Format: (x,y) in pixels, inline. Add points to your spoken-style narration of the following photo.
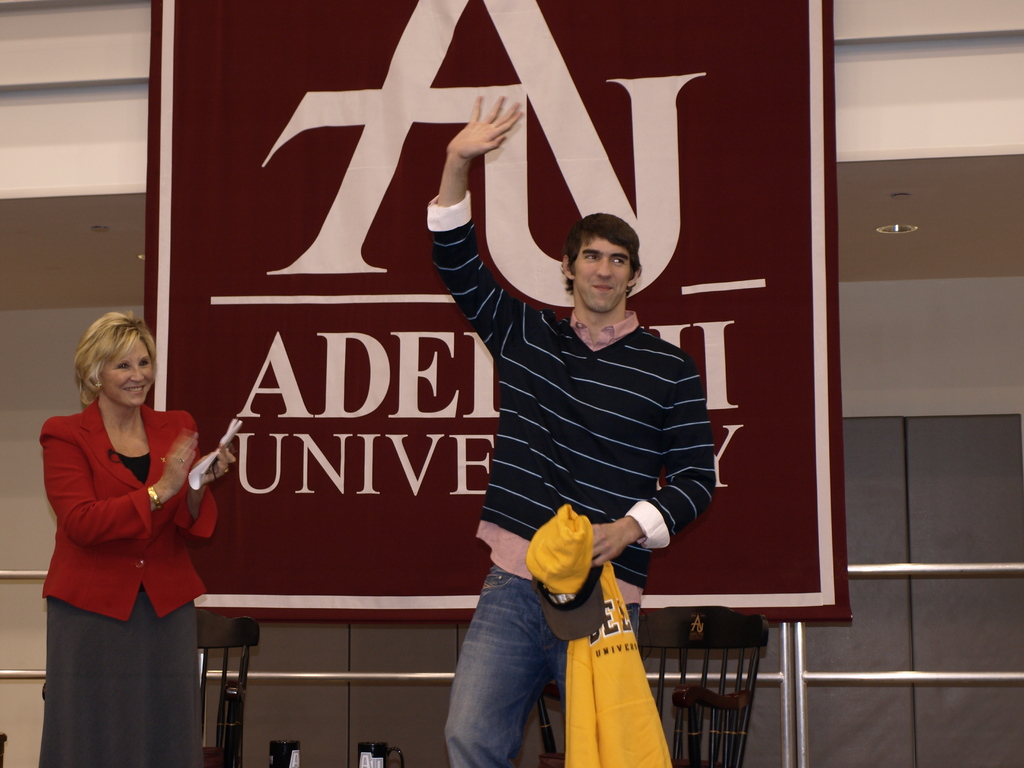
In the image we can see there are people (489,538) standing and a woman (92,570) is holding papers (235,432) in her hand (223,472). There is a man (544,520) holding cap (584,578) and shirt (589,669) in his hand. Behind there is a banner (402,506).
